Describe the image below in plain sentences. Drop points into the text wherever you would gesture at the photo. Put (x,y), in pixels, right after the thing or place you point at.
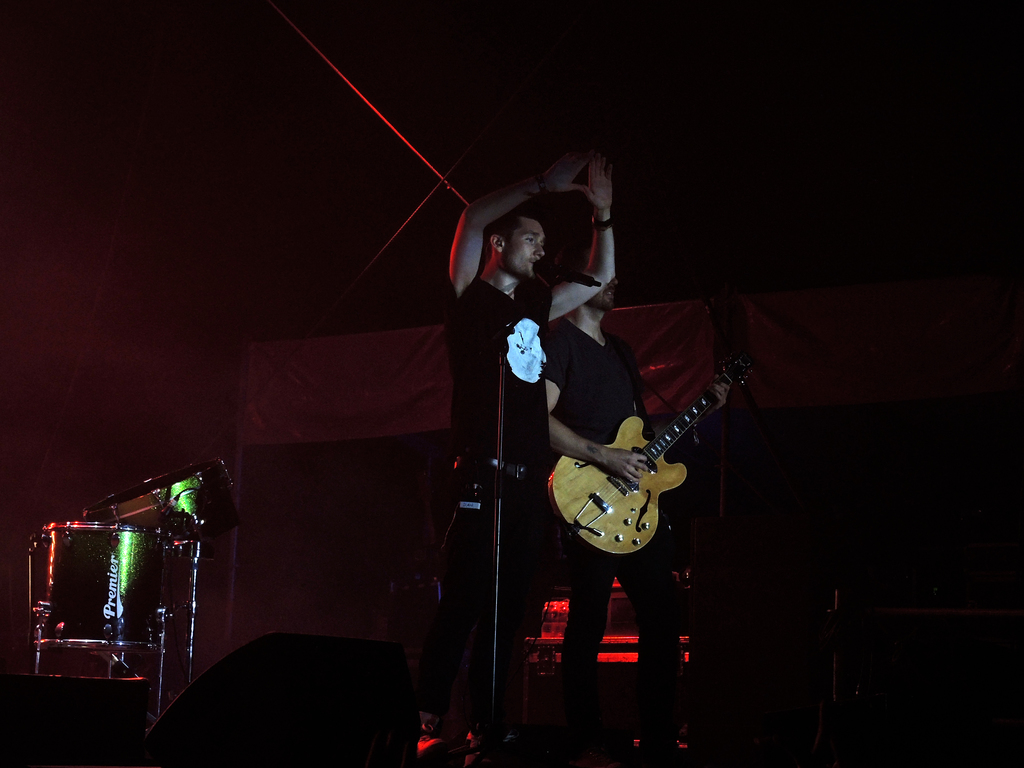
In this image i can see 2 persons (525,403), the person (588,438) on the right side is holding a guitar (635,483) and i can see a microphone (551,270) in front of a person (529,283) on the left side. On the left corner of the image (220,499) i can see drums (44,635).
